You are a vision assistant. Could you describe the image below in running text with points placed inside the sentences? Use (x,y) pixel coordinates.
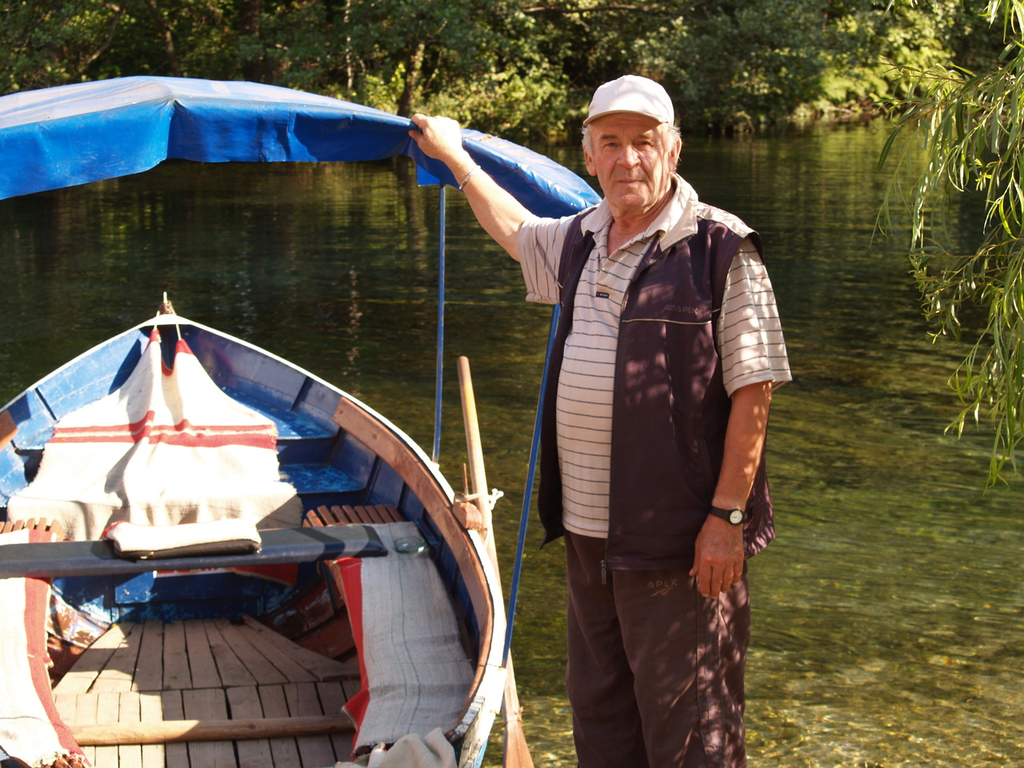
On the left side (284,742) we can see a boat (332,152) on the water (816,570) and a man (699,542) is standing at the boat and holding the roof top (473,141) of the boat (417,153). In the background (567,151) we can see trees (754,124) and water (780,232).
